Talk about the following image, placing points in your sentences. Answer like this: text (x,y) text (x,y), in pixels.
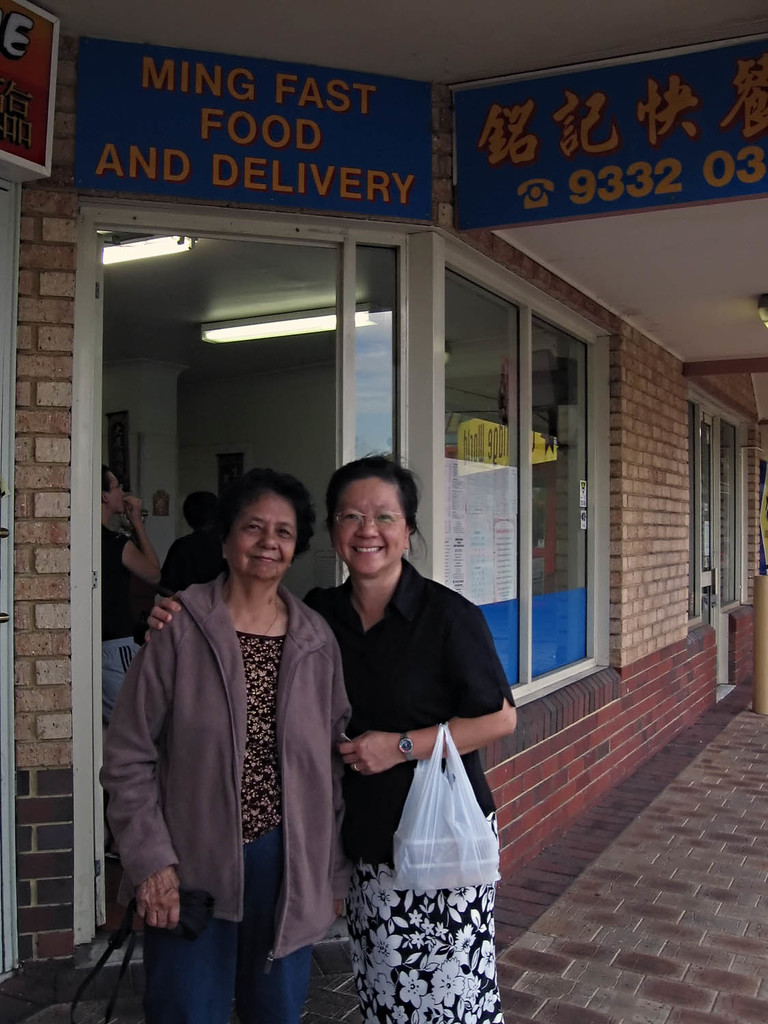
Women (321,811) are standing holding covers (407,819), this is a building (522,534) with the windows (550,529), that are boards (341,127).
